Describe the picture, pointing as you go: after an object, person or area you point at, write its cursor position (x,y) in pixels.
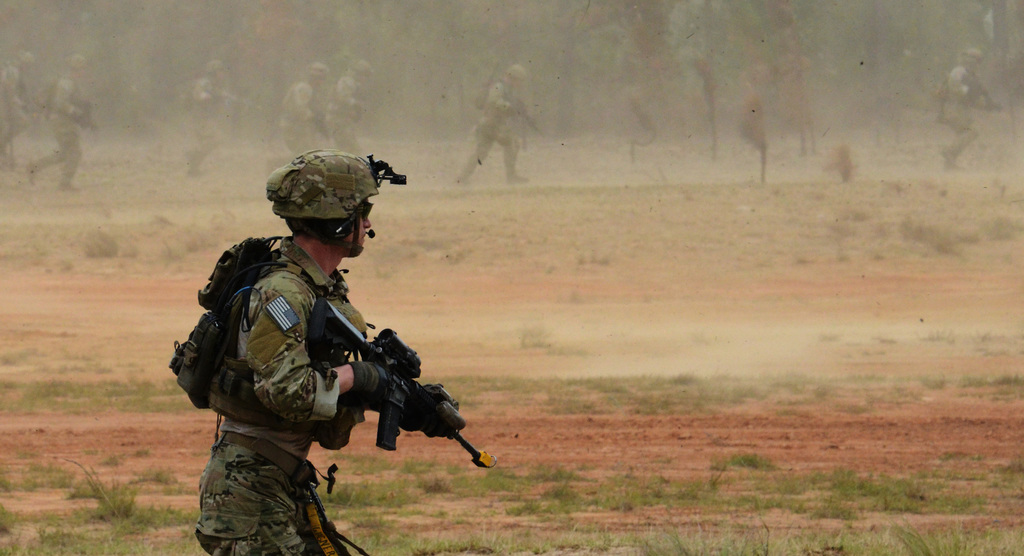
In the image I can see a person (260,434) who is wearing the backpack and holding the gun (404,380) and also I can see some other people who are holding the guns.
